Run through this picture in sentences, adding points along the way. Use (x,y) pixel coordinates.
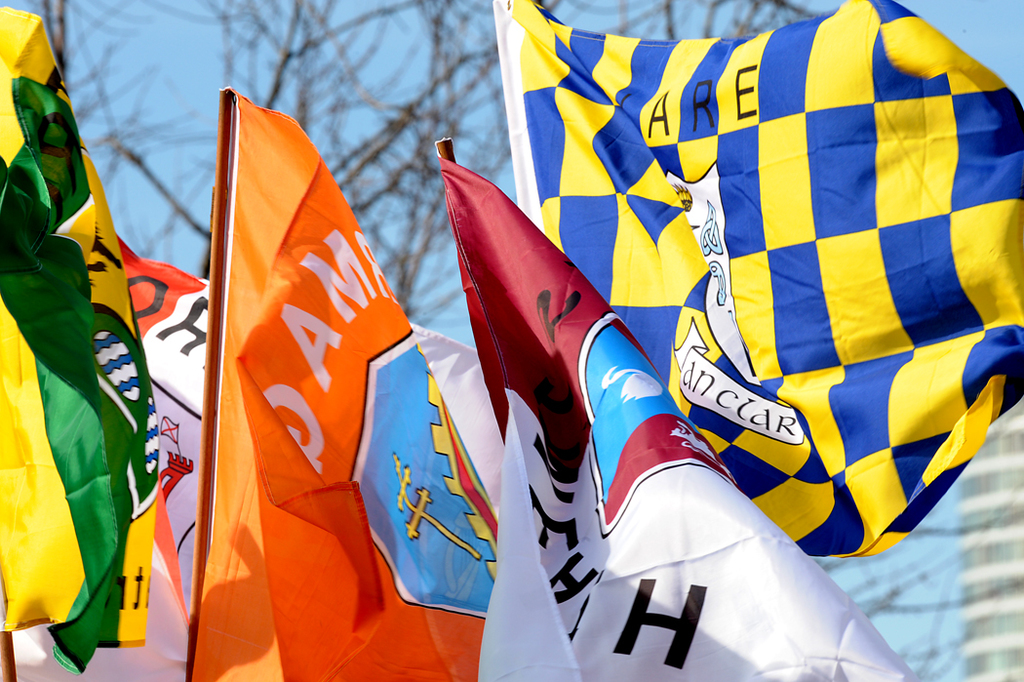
In this image we can see the different kinds of flags (688,434) to the poles (4,661). The background of the image (379,43) is slightly blurred, where we can see the trees (375,156) and the pale blue color sky (260,73).
